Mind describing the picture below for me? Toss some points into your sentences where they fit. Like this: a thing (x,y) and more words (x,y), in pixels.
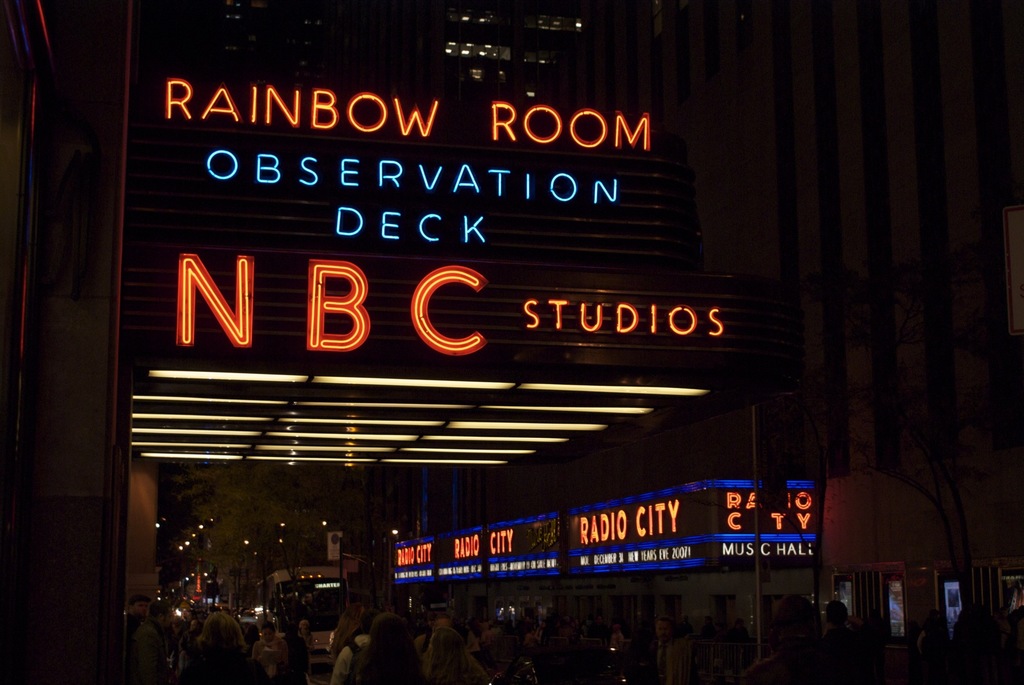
In this image, we can see text lights (333,269) on the building (594,272). There are some persons (342,661) at the bottom of the image (213,628).
